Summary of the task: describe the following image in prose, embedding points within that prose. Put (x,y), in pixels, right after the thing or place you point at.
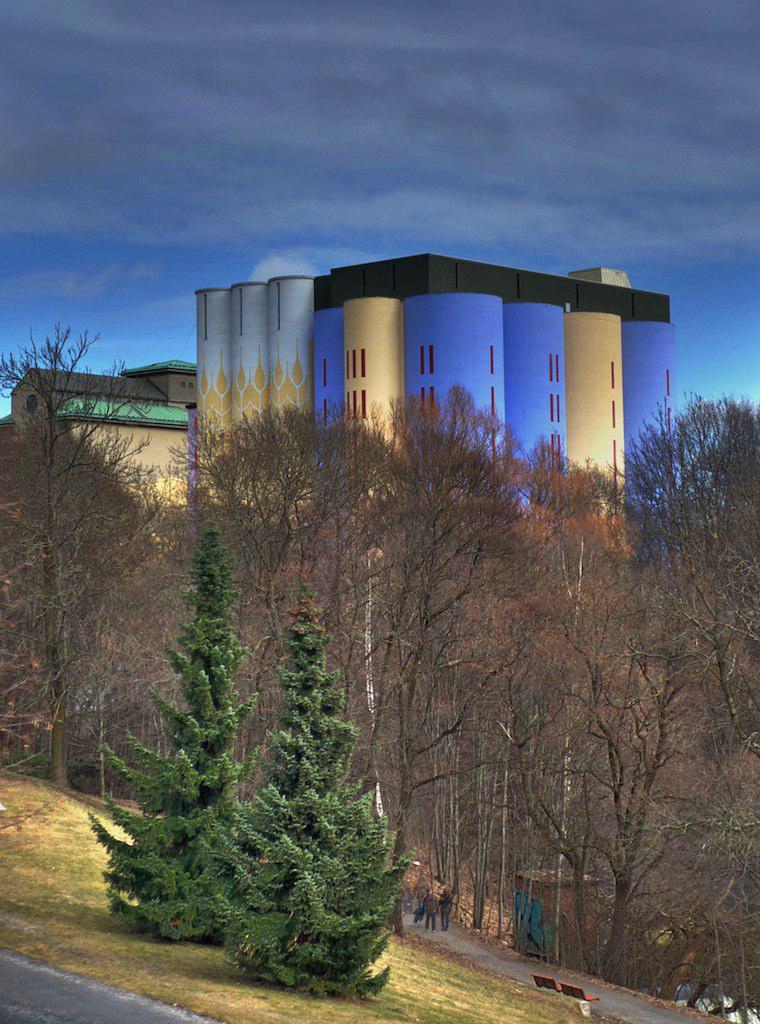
In this image in the foreground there are two plants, road (578,983), on which persons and bench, trees (533,595), buildings (581,422) visible, at the top (406,131) there is the sky (326,113).
